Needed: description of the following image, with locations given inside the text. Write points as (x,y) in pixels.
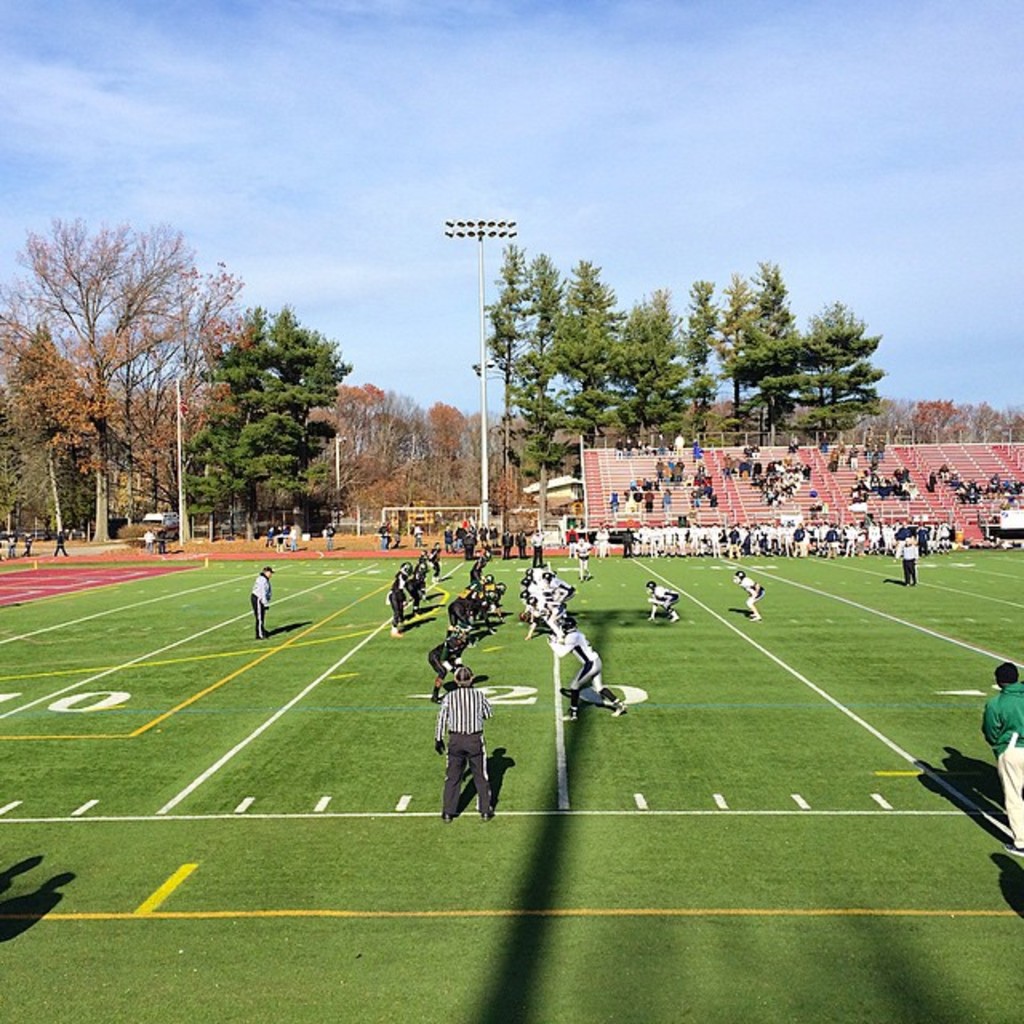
In this image I can see a few player (394,616) are in the ground (745,734). Back Side I can see stairs (770,516), trees (533,395) and light pole (511,224). The sky (408,115) is in blue and white color.
